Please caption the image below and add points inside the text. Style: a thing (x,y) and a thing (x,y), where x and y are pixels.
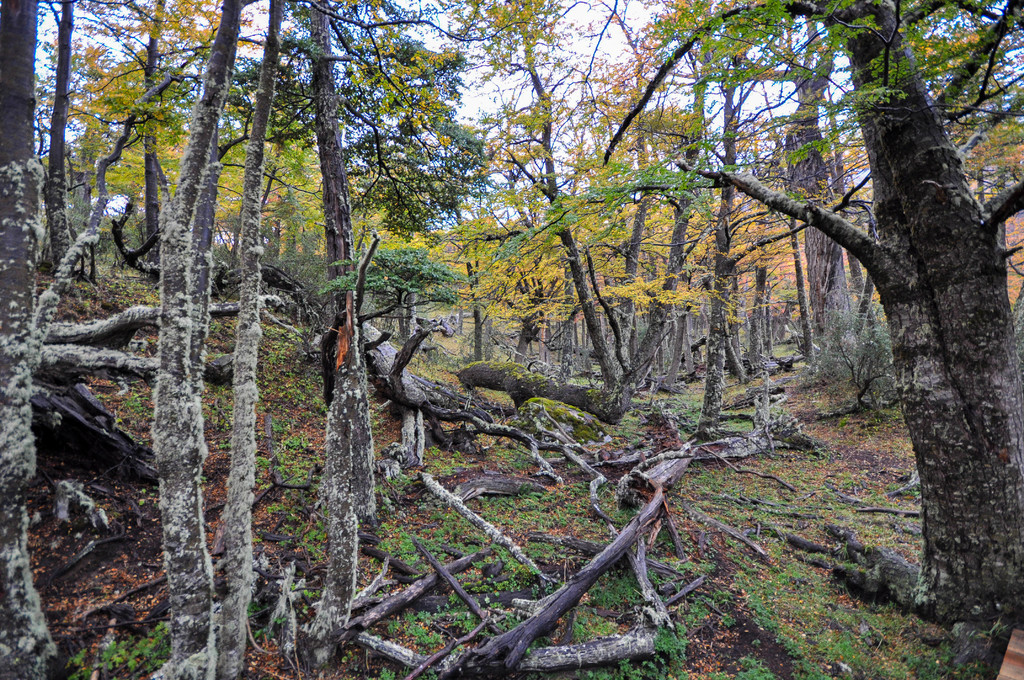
In this pictures I can see few trees (449,179) and few tree barks (569,574) on the ground (575,558) and a cloudy Sky (601,52).
